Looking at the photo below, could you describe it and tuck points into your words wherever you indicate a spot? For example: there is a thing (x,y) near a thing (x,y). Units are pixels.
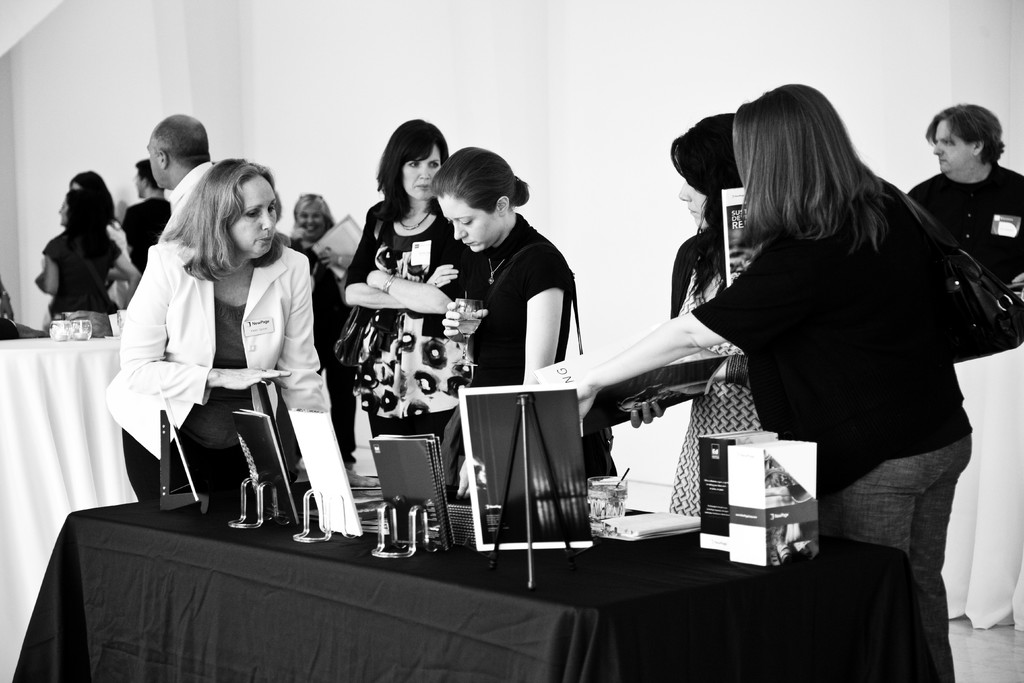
In this image I can see in the middle (457,454), a group of women (777,308) are standing. At the bottom (737,540) there are books (726,461) on this table (522,592).
